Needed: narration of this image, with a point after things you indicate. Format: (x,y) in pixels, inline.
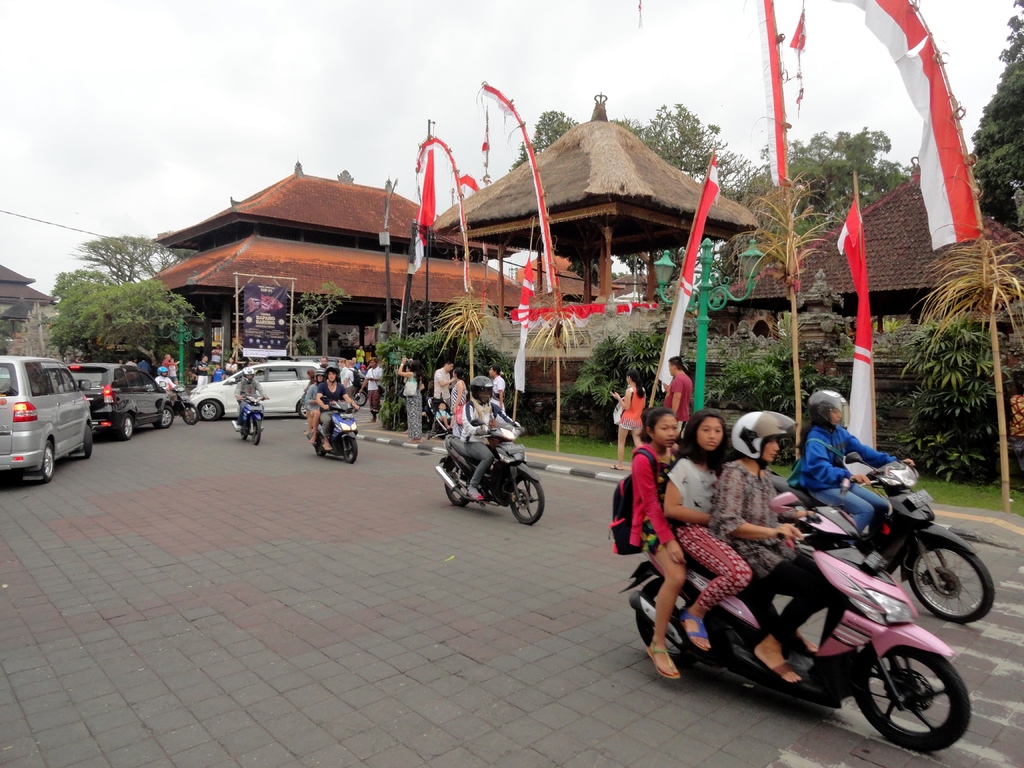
In this image people (318,371) are riding bikes (874,528). Few cars (46,399) are moving on the road (227,424). In the background (216,334) there are trees (734,255), buildings (629,173), flags (545,214). The sky (458,77) is cloudy.
